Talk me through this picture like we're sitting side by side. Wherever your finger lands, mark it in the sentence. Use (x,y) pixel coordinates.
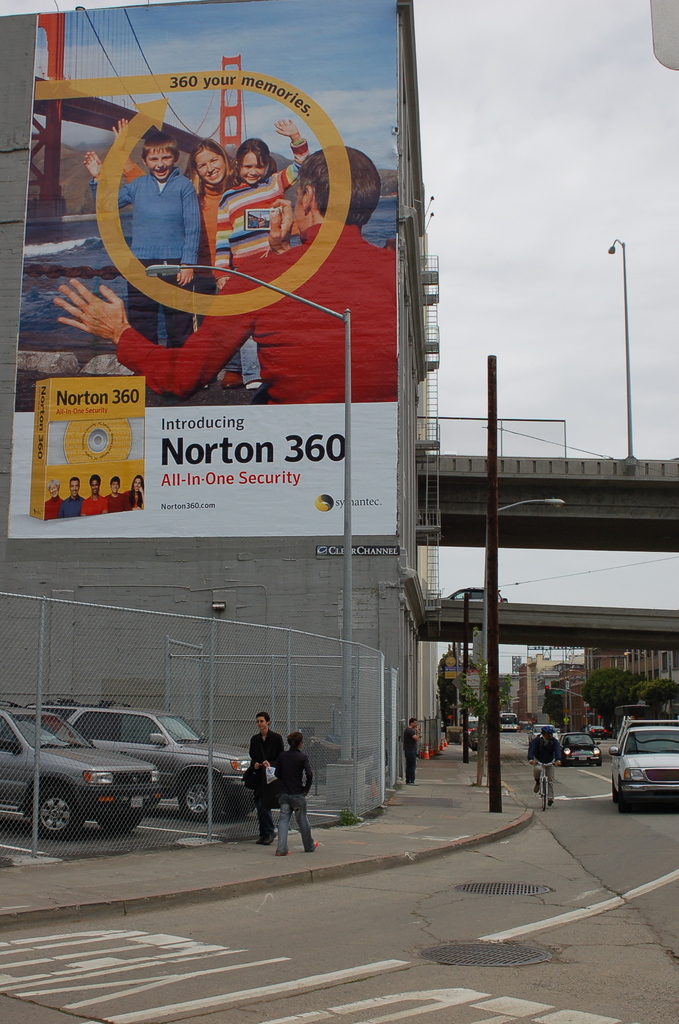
In this picture we can see vehicles (536,735) and a person (556,759) riding bicycles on the road (545,810), poles (629,357), banner (370,344), buildings (540,679), trees (616,688) and two people (295,754) walking on a footpath (316,837) and in the background (511,343) we can see the sky (511,340).
